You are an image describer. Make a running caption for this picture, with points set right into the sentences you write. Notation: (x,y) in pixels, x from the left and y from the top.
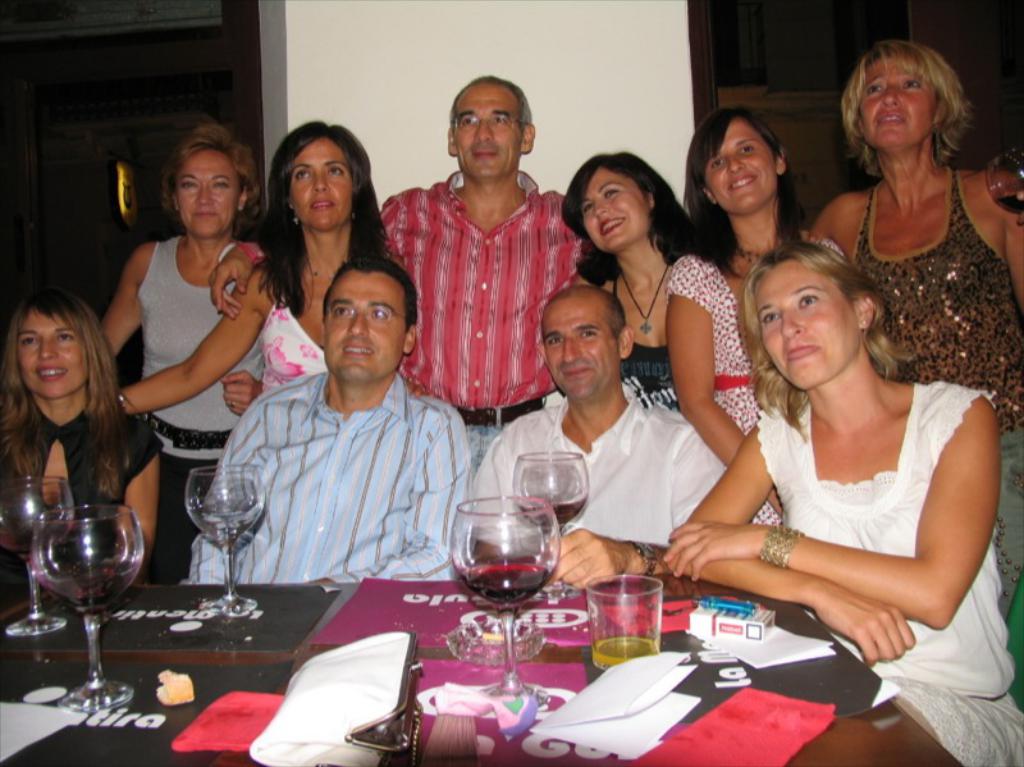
There was a group of people (381,361) standing here and some of them are sitting. There were man (628,343) and woman (577,265) in this group (181,435). In front of them there is a table (310,636) and a glasses (89,598) are placed on this table (693,691) along with some tissues (601,680).
